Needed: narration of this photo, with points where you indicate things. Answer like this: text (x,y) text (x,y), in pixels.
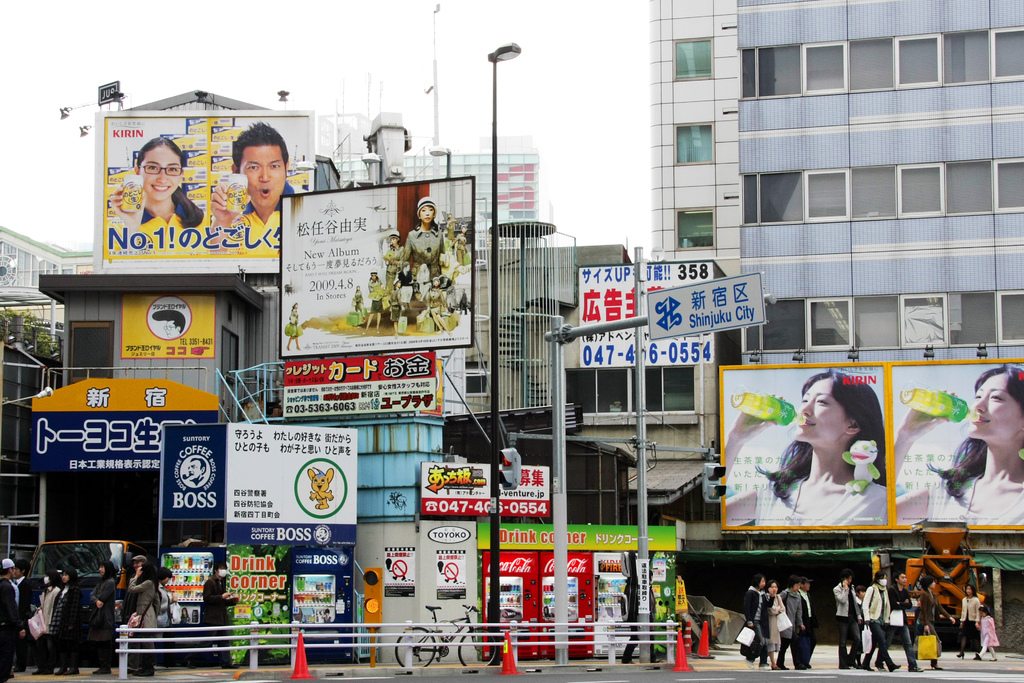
As we can see in the image there are buildings (937,317), banners (448,570), bicycle (463,629), traffic cones (298,640), group of people (766,614), street lamp (506,51), traffic signals (382,601) and at the top (569,1) there is sky (24,18).
